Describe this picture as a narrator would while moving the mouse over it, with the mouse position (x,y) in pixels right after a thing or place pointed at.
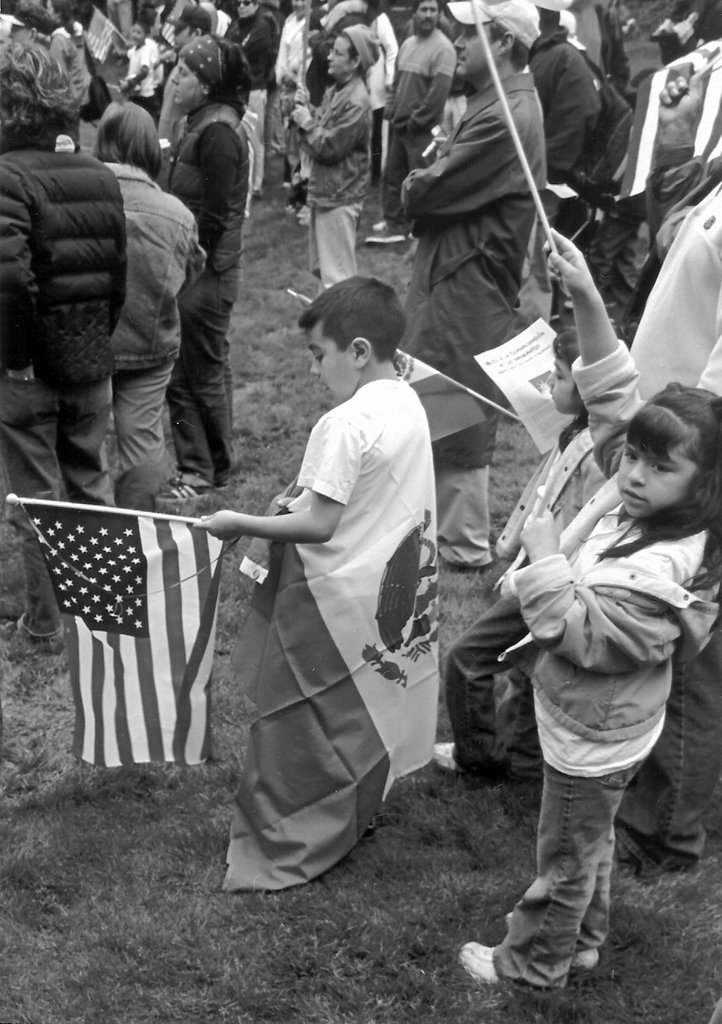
In this black and white image there are a few people (443,194) standing on the surface (269,197) of the grass (217,851) and few are holding the flags (167,523) in their hands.
